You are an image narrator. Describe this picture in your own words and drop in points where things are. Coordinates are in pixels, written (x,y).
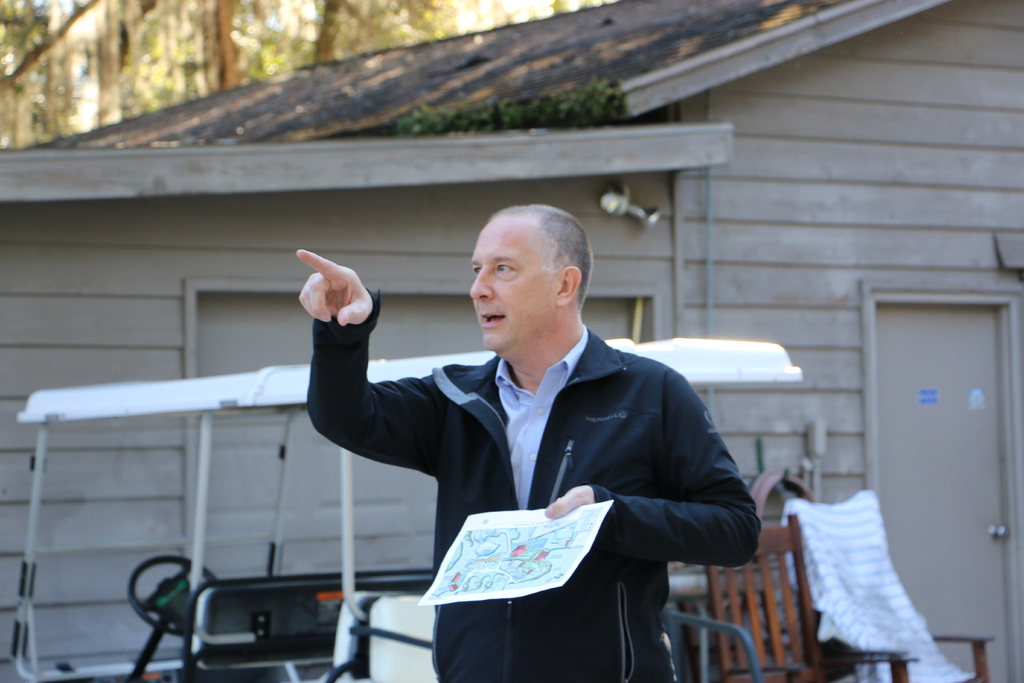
In this image there is a person (634,417) standing and holding a paper (559,577), and there is a vehicle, chairs (768,577), house (4,346), shutter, door (953,624), and in the background (291,15) there are trees (17,55).
